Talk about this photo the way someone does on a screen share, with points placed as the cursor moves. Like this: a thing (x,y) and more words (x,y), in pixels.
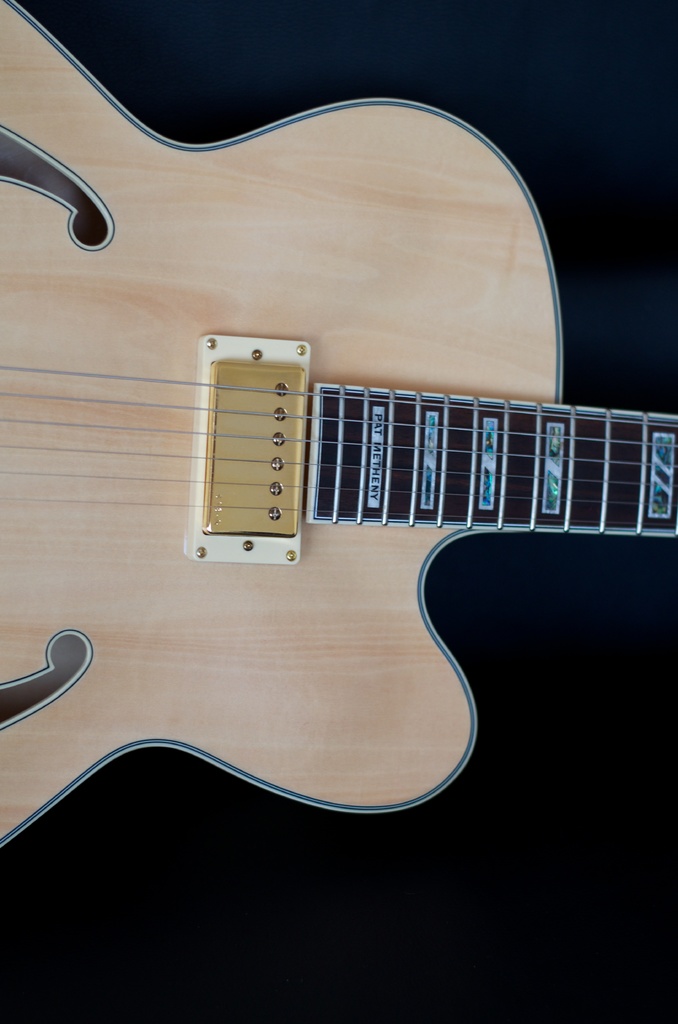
In this image there is a guitar (127,615), made up of wood (373,267). In the background (200,919), there is blue color.
